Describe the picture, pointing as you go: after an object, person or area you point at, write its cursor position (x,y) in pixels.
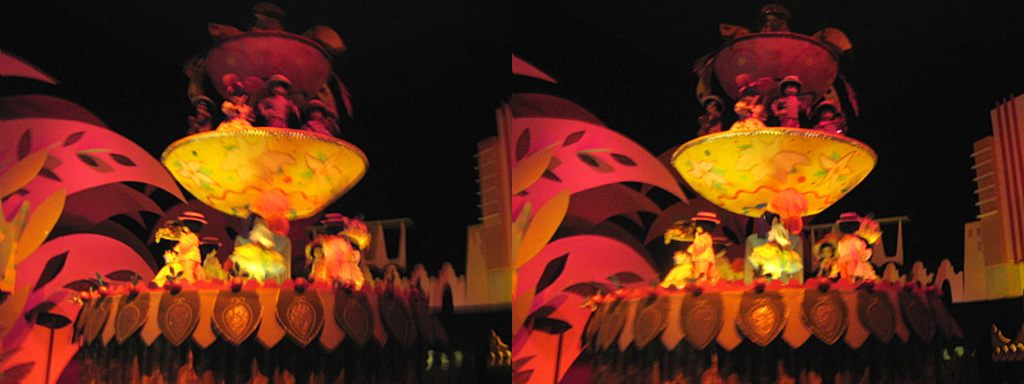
This is an edited image. There are two pics in this image. They are something like toys (232,124) in the middle (682,238).
